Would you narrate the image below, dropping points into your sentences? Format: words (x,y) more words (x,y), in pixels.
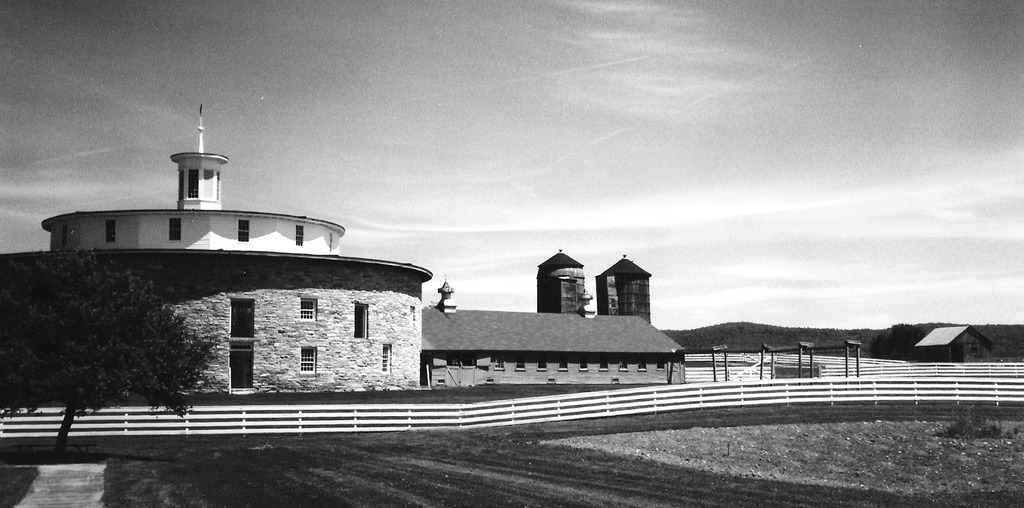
This is a black and white picture. At the bottom (401,428), we see the road (464,435) and the road railing (308,421). On the left side (93,351), we see a tree (101,375). There are buildings (388,309) and poles (669,370) in the background (669,370). On the right side (915,335), we see a tree (911,344) and a hut (935,346). There are hills (820,336) in the background (837,339). At the top (458,105), we see the sky (712,194).
